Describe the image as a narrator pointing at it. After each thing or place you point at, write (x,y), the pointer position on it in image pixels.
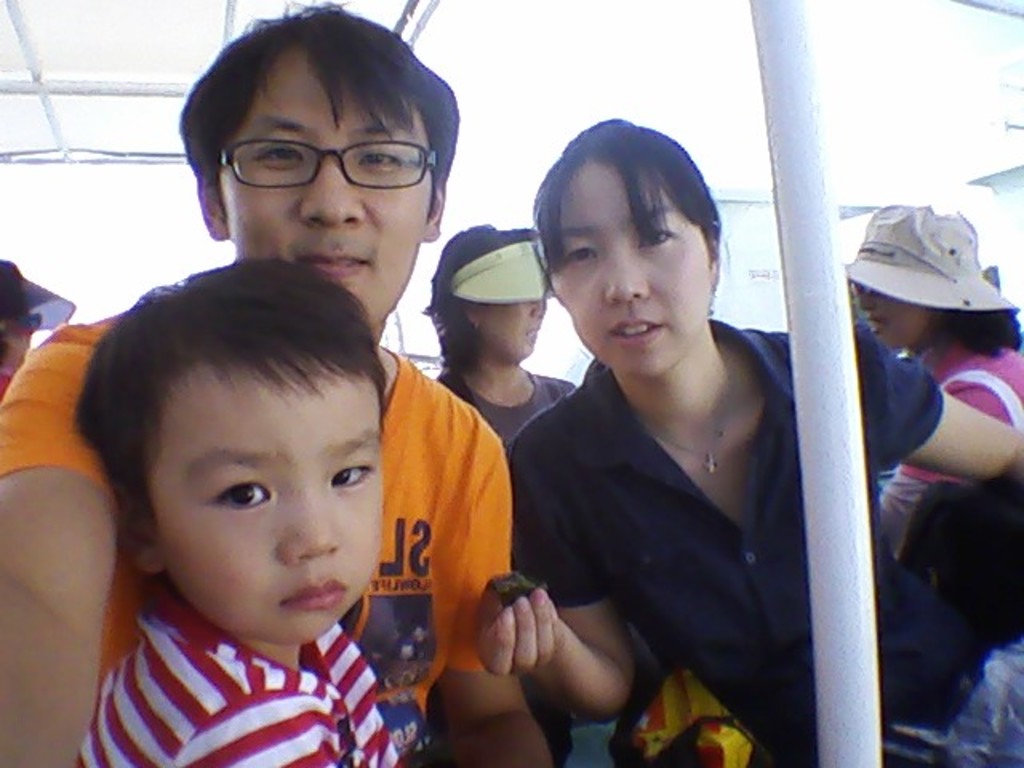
In this image we can see few people (622,531), a woman (710,454) is holding an object (508,586) in her hand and there is a white color pole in front of the woman (669,222).
